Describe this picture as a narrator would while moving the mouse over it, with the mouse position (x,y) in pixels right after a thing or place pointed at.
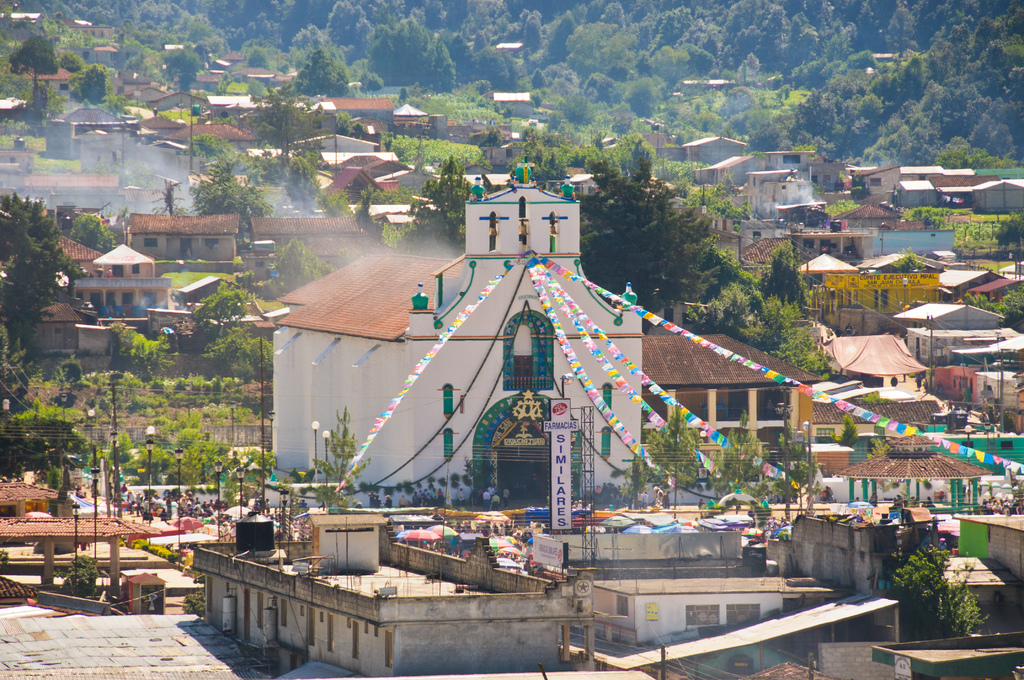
In this image in the center (419,429) there are buildings (477,401), trees (620,268) and there are persons (141,507). In the front (630,539) on the building (546,330) there are papers (589,320) hanging and there is a board (560,459) with some text (564,463) written on it. In the background (551,29) there are trees (681,51).
